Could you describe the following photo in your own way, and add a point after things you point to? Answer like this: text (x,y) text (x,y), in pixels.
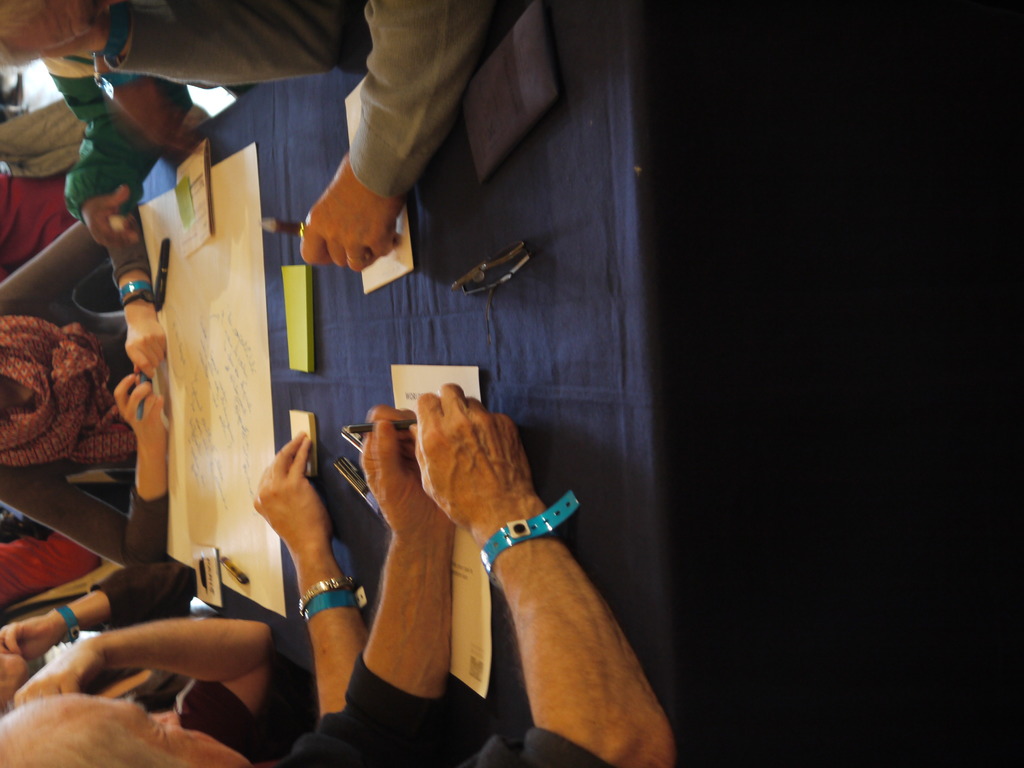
This image is taken indoors. At the bottom of the image (198,681) a few people (187,672) are sitting on the chairs (108,570). On the left side of the image (69,362) a woman (62,414) is sitting on the chair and there are a few people (8,139). She is holding a pen (148,379) in her hands (142,341). At the top of the image (217,58) a person (251,56) is sitting on the chair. In the middle of the image (429,330) there is a table (608,528) with a tablecloth (608,428) and a few things (240,532) on it.
